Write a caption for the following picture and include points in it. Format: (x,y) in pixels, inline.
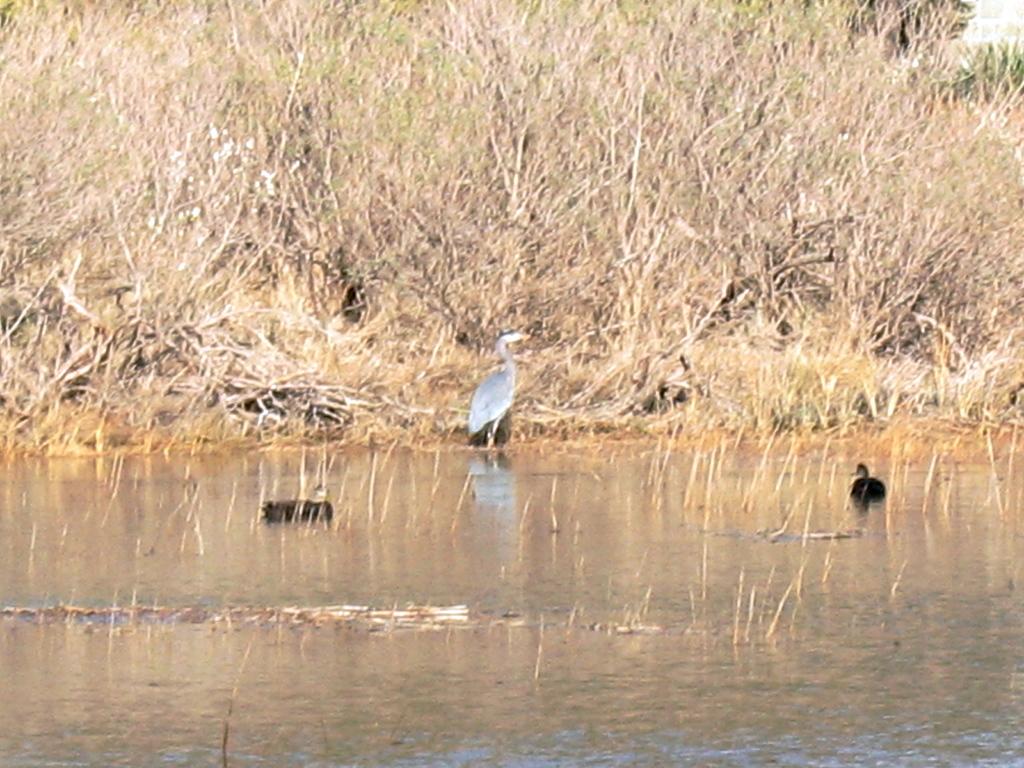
In this image we can see grass (627,213), crane (496,374) standing on the ground (564,440) and ducks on the water (514,594).
